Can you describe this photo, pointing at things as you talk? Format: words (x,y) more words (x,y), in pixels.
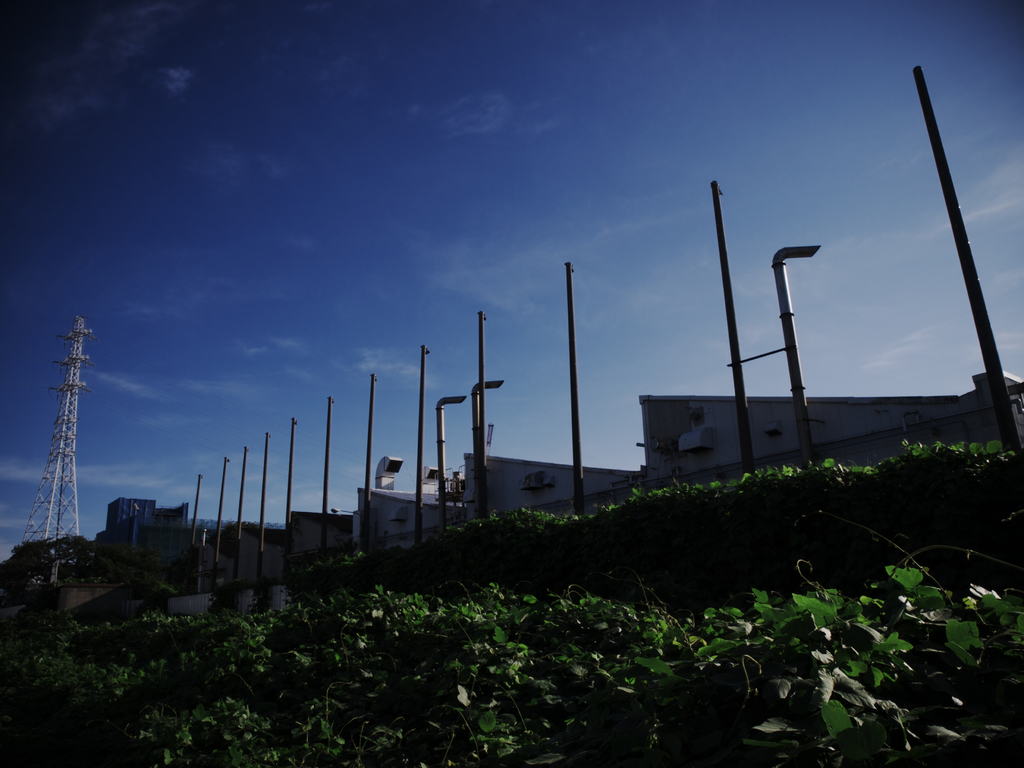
At the bottom (585,683) there are plants (487,654), in the middle (482,484) there are iron rods (740,415) and exhaust pipes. On the left side (61,487) there is a tower (64,472), at the top (403,190) it is the sky (463,183).
